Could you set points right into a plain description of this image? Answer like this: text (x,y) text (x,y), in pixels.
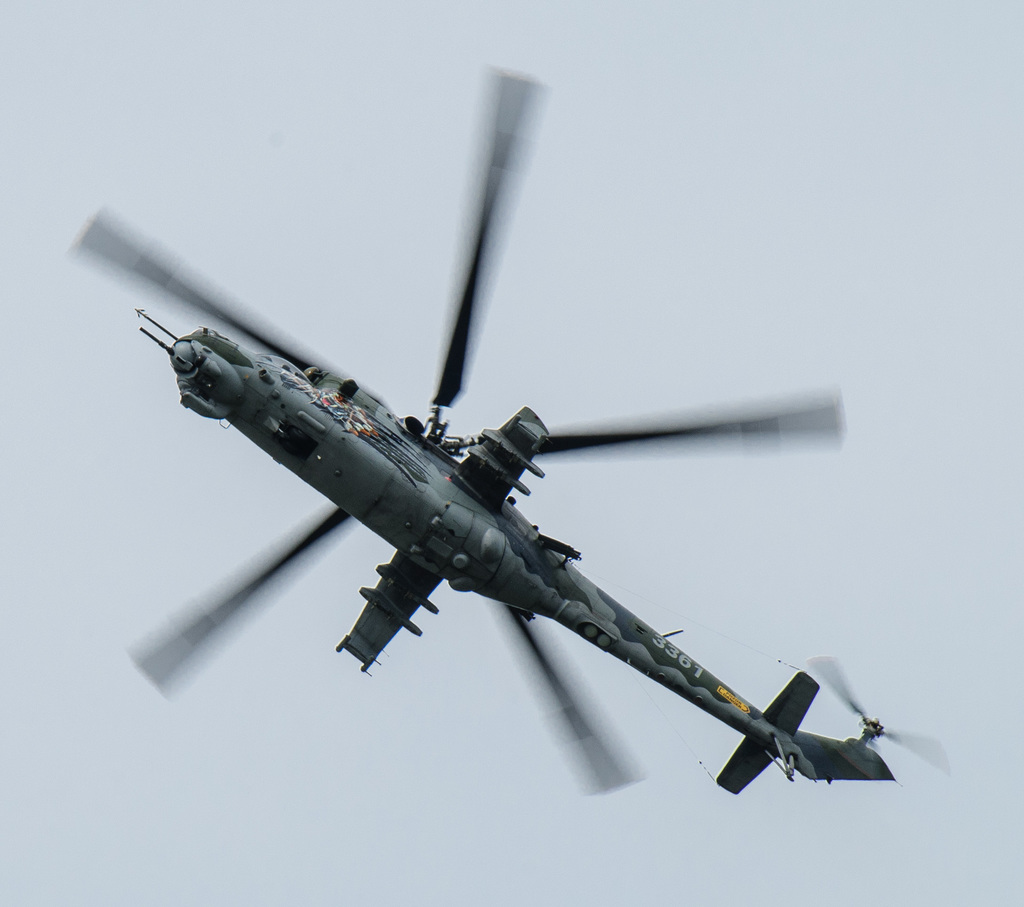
In the image I can see a helicopter (497,568) is flying in the air (629,313). In the background (373,287) I can see the sky (443,181).
